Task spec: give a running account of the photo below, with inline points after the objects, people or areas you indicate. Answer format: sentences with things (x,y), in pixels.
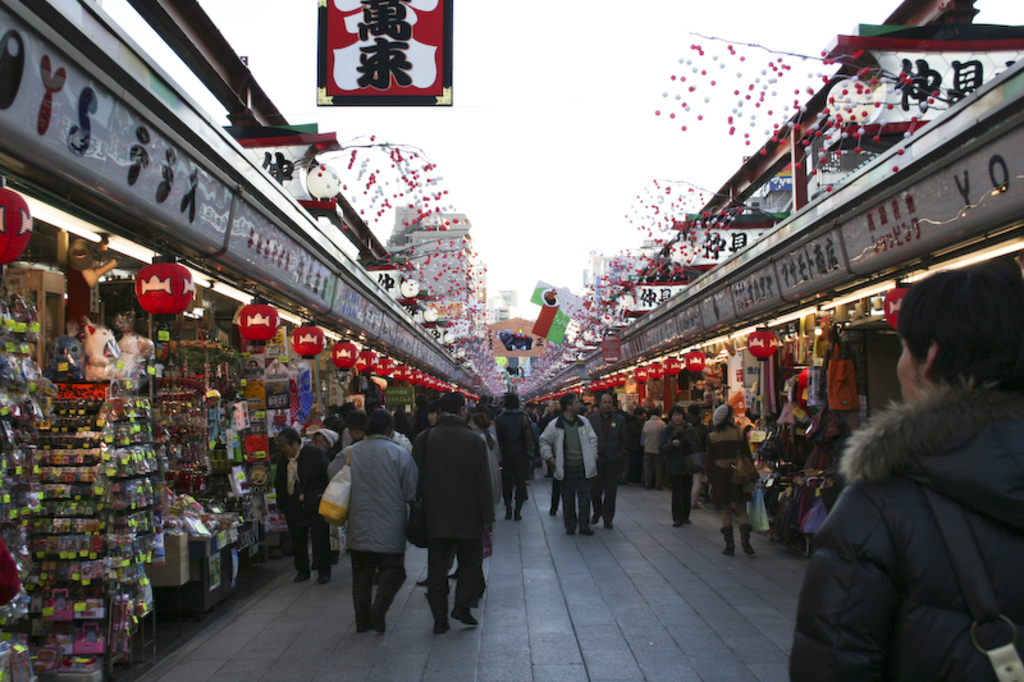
There are groups of people (813,546) walking. These are the shops (869,398) with different objects (748,383) and things (750,406). This looks like a market (251,358). I can see the banners (544,321) and lighting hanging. These are the lanterns (18,221), which are hanging in front of the shops (221,303). In the background (460,278), I can see a building (472,263).
